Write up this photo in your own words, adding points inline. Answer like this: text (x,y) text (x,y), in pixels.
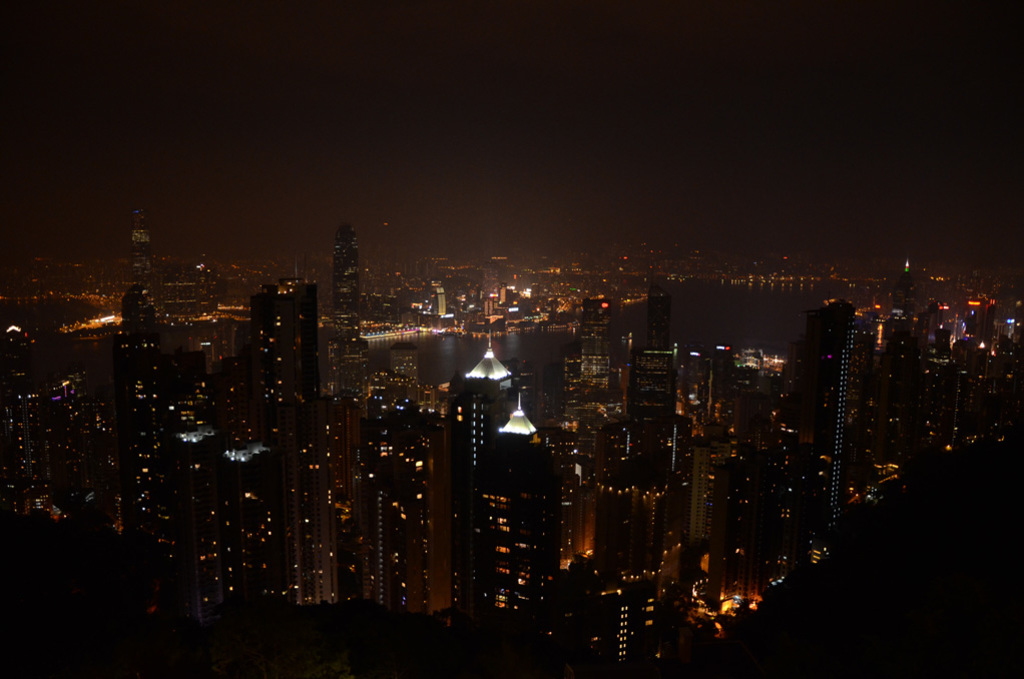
In this image, I can see the view of the city (327,317). These are the skyscrapers (369,458) and buildings (438,308) with the lights (426,290). I think this is the sky (652,136).
